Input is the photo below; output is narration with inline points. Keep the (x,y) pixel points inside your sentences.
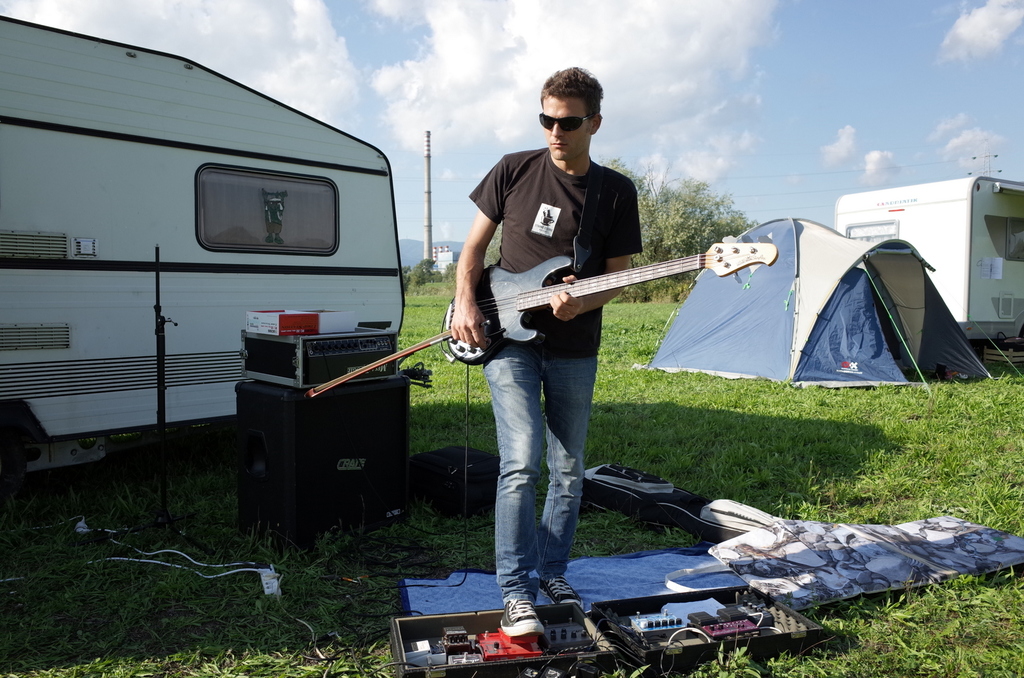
This picture is clicked outside the city. The man (517,551) in the middle of the picture (509,228) wearing black t-shirt (527,184) is holding bass guitar (464,349) in his hand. He is even wearing goggles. He is standing on a blue cloth (594,589) and beside that, we see grass (855,473). Beside the man (595,257), we see speaker box (339,451) and an amplifier (312,350). On the right corner of the picture (746,355), we see a blue tent (837,309) and a vehicle (944,232) which is white in color. Behind him, we see trees (662,213) and a pole (426,163). On the top of the picture (523,19), we see sky (509,53) and clouds (620,99).
